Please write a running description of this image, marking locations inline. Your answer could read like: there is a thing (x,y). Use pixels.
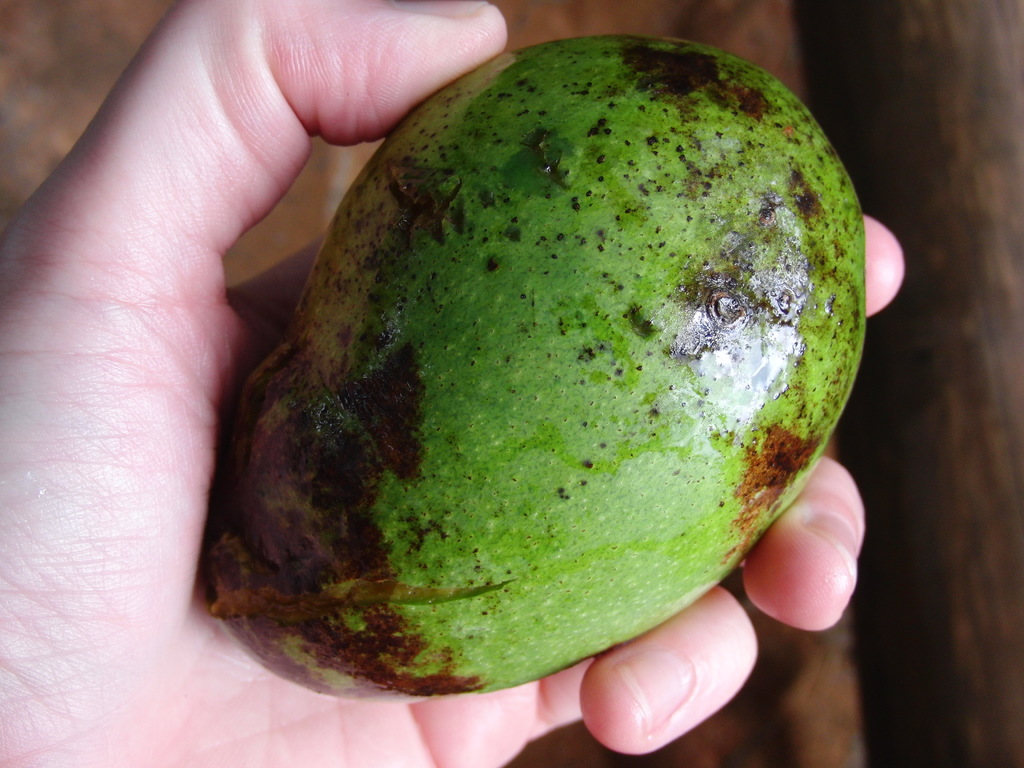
In this picture we can see a hand (120,598) and on hand (820,470) there is a green color mango (529,390).
